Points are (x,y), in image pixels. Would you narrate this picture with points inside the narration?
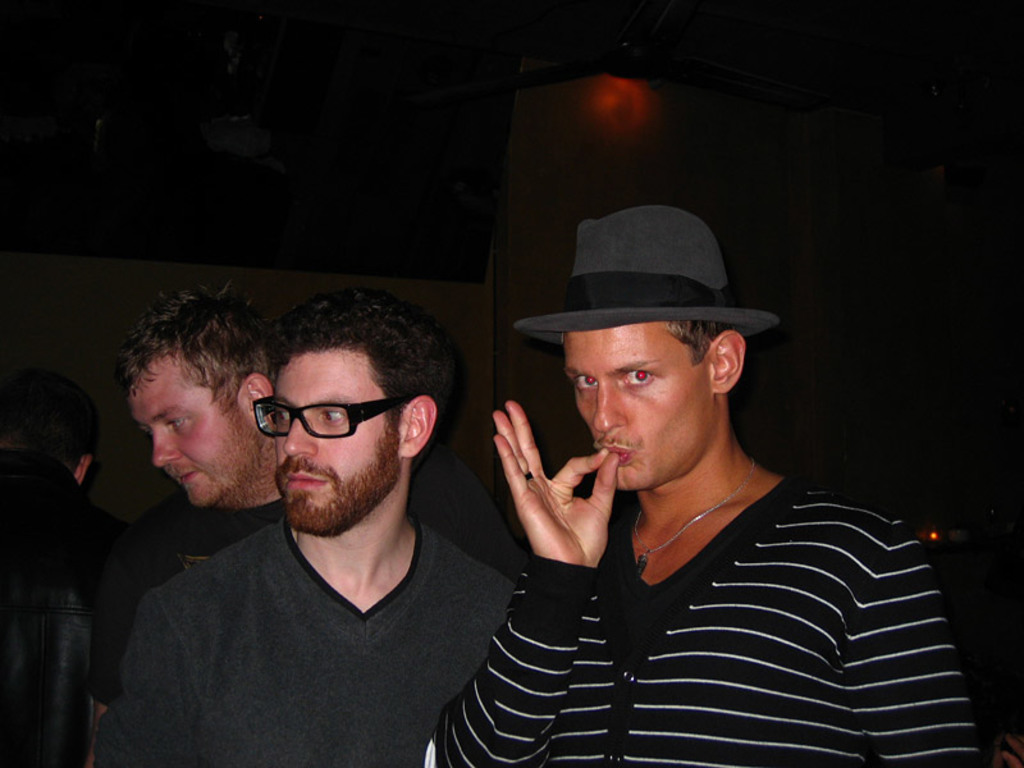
In this image we can see a group of men (515,497). In that a man (581,676) is wearing a hat (565,322). We can also see a light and a ceiling fan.
